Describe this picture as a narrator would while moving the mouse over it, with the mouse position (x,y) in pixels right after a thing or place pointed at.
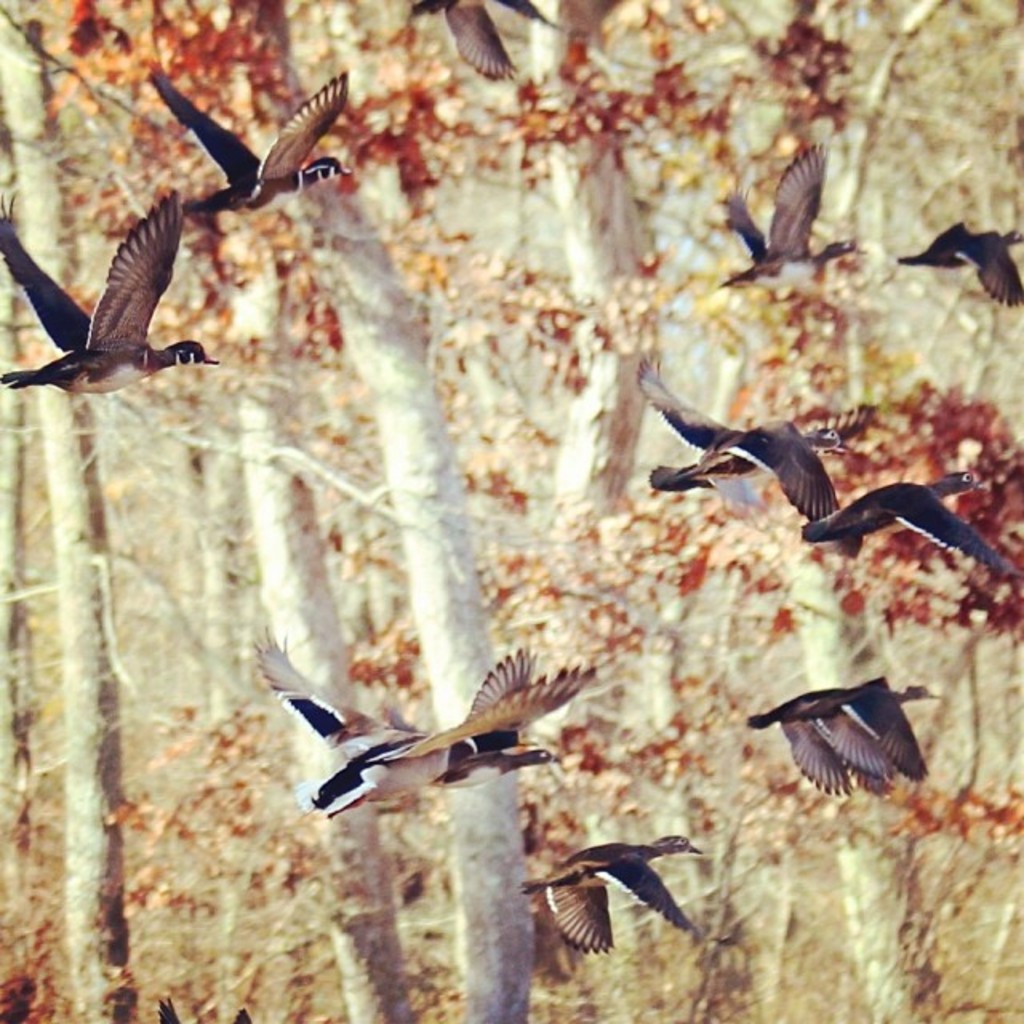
In this image I can see few birds (549,706) are flying in the air (736,328) and the birds (445,766) are in black, brown and white color. I can see few trees (405,692).
